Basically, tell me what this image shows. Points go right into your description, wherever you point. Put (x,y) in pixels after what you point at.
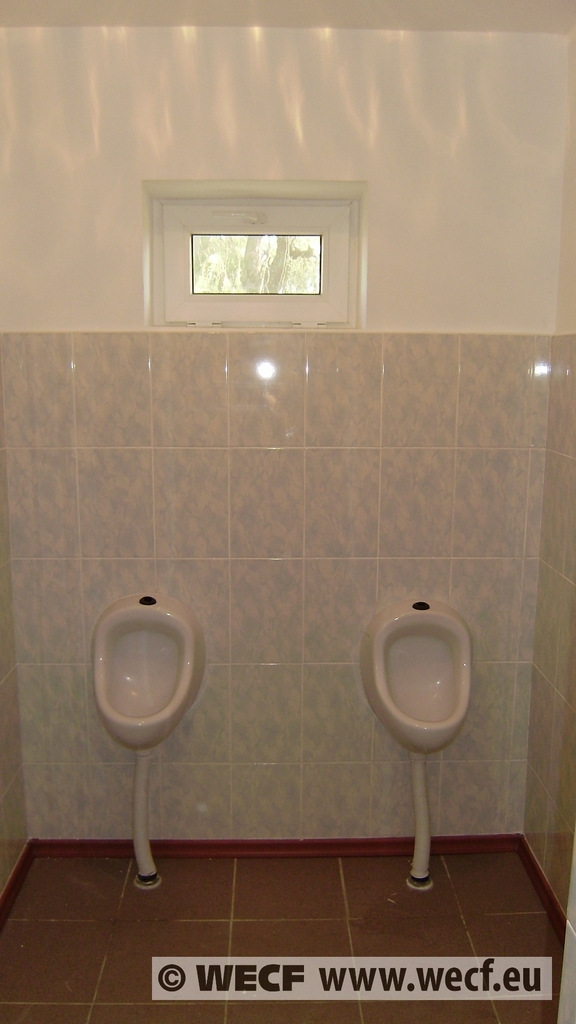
In this image I can see two toilets (402,701) and they are in white color. Background (467,327) the wall (326,164) is in white color and I can also see a glass window (250,244).
